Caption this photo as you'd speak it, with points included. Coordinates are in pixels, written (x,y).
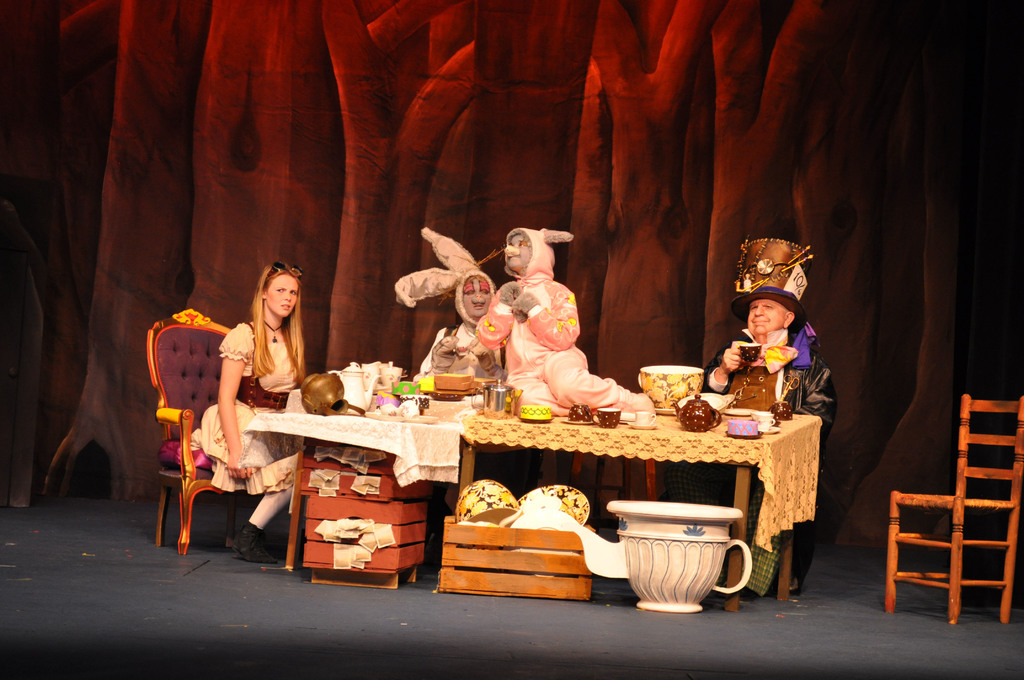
In this image I can see a table (570,454) and on the table (519,433) I can see few cups (605,417), few bowls (667,376), few utensils (498,411) and few other objects (450,390). I can see a person (568,318) wearing pink colored costume (570,302) is sitting on the table (563,417) and I can see few other persons (228,336) wearing costumes (462,270) are sitting on chairs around the table (475,412). In the background (427,304) I can see the brown colored curtain (445,129) and to the right side of the image (958,566) I can see a chair (1009,596) which is brown in color.
